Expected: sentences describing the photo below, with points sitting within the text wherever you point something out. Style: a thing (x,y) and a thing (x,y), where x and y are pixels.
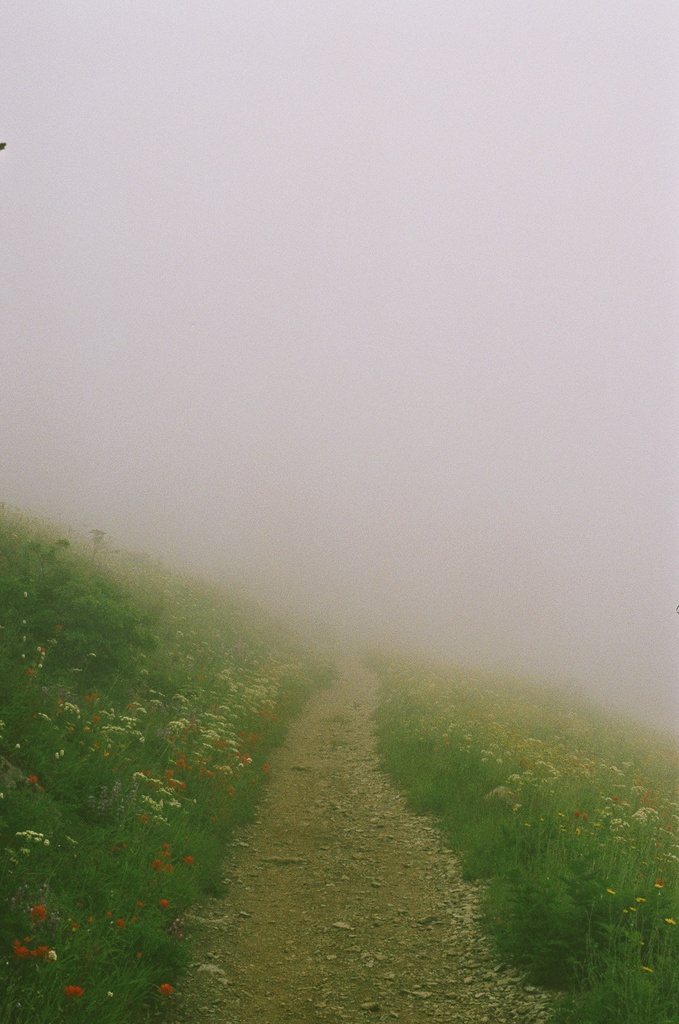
In this image we can see grass (171,728) and plants (168,677) with flowers (143,711) on the ground (165,619) and in the middle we can see stones (368,796) on the path (340,855). In the background (272,291) we can see the fog (366,133).
